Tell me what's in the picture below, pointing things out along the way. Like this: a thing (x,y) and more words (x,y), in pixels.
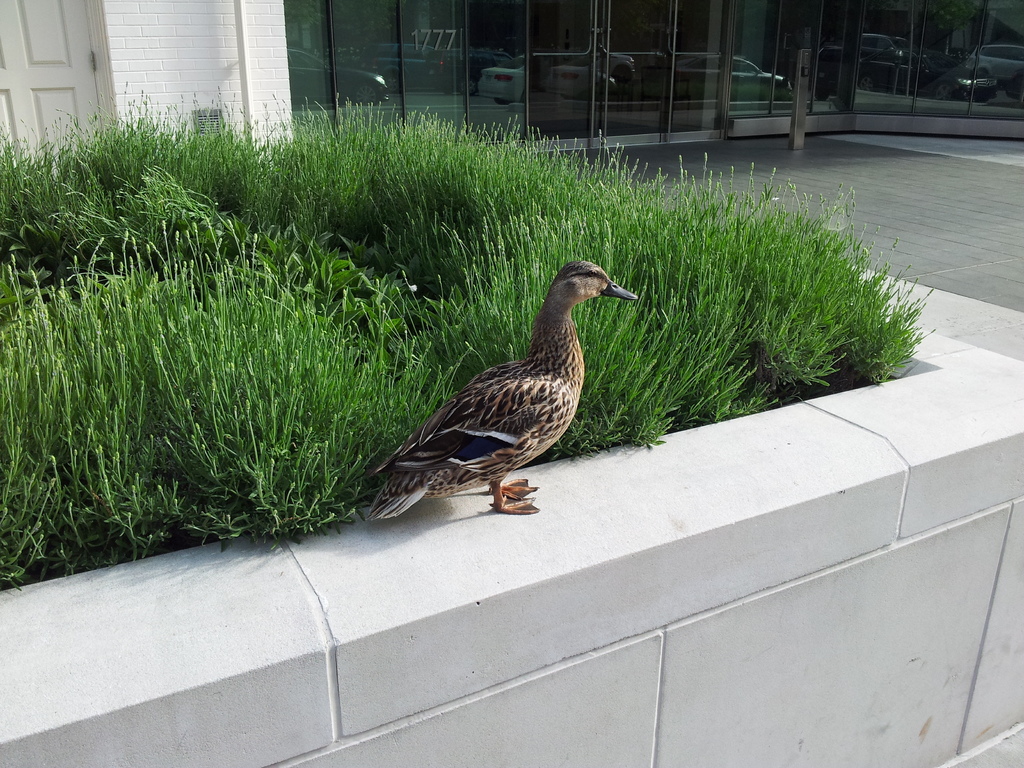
In this image I can see a bird (494,378) standing on the rock (571,566). The bird (529,376) is in brown and black color. To the side I can see the grass (310,268). In the background (273,98) I can see the building (232,54) and there are glass windows (461,53) to it.
